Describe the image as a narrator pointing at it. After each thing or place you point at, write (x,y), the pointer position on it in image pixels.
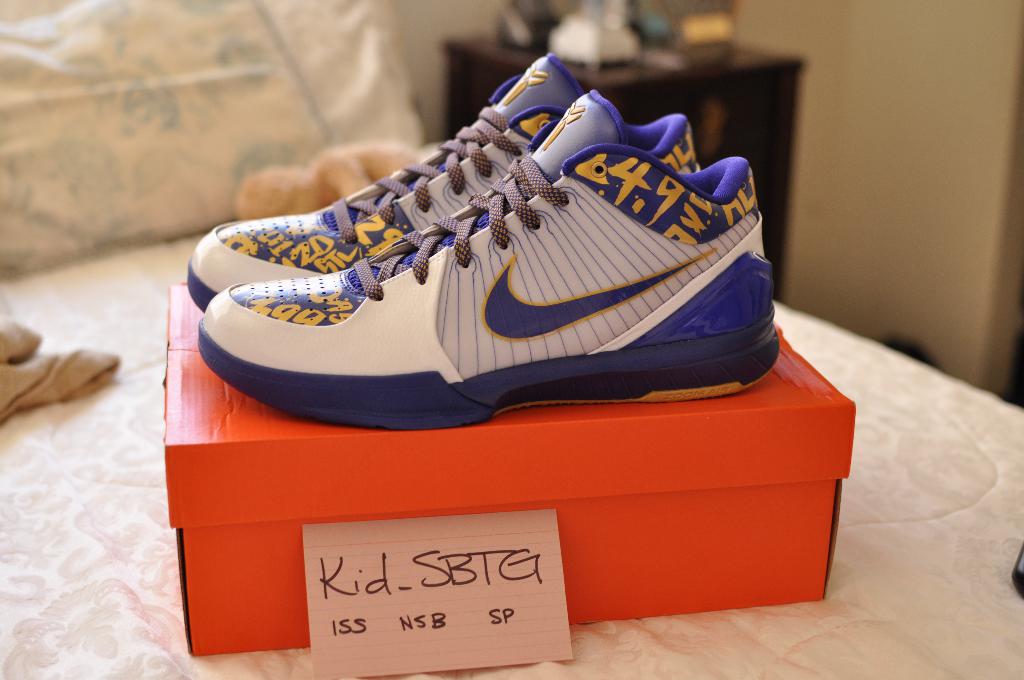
In this image we can see a pair of shoes (664,347) on the box (732,504), it is in red color, here is the bed (53,466), here is the pillow (216,190), here is the table (718,153) and some objects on it, here is the wall (845,209).
